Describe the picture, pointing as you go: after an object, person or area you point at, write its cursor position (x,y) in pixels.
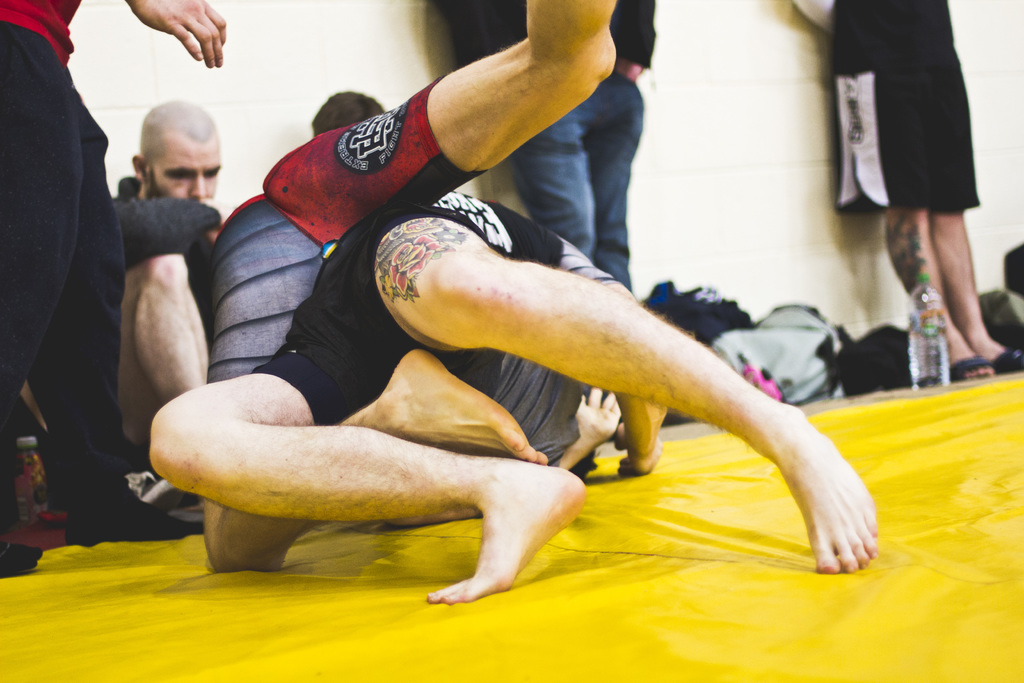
In this picture we can see the group of persons (689,378) and we can see the two persons (522,350) seems to be fighting and there is a yellow color object (629,602) placed on the ground (953,390) and we can see the bags (833,334), water bottle (938,348) and some other objects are placed on the ground (5,533). In the background (667,30) we can see the wall (314,59).
